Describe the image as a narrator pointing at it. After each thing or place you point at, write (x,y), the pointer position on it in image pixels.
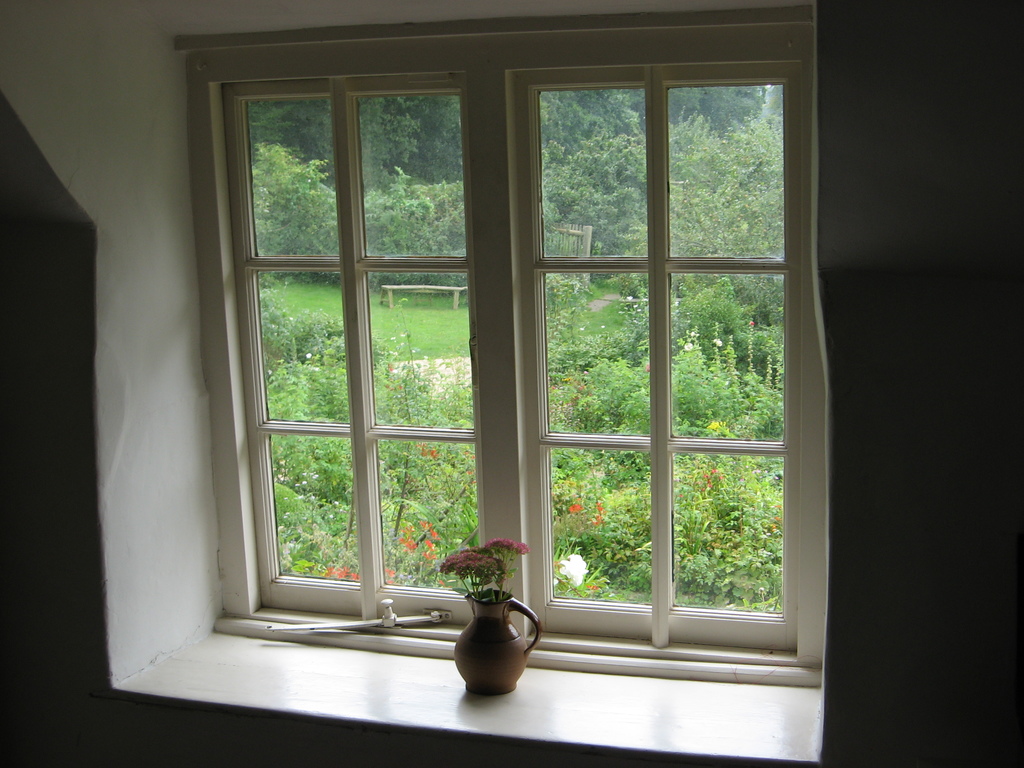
This image is taken indoors. In this image there is a wall (166,563) with a window (573,322) and there is a flower vase (491,665) on the wall (571,710). Through the window (429,324) we can see there are many trees (377,199) and plants (764,563) on the ground (398,337).
